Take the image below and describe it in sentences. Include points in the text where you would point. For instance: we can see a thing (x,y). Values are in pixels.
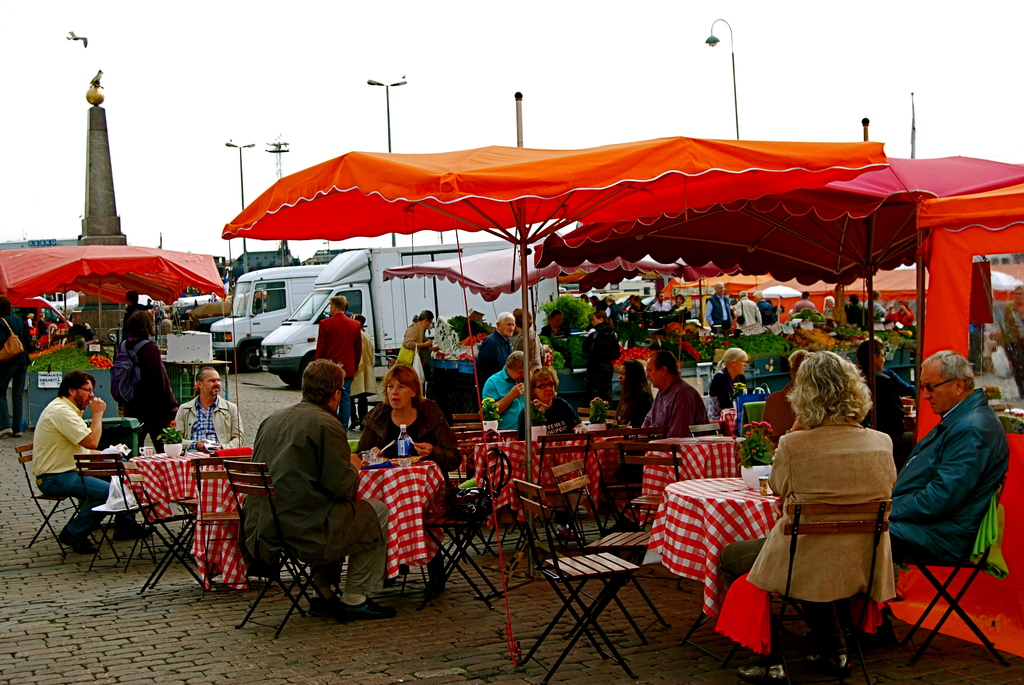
In this image, there are a few people (787,542), chairs (223,523), poles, tents (1000,631), vehicles (271,317) and umbrellas (210,290). We can see the ground (70,621). We can also see some tables (591,500) covered with a cloth (738,528) and some objects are placed on it. We can also see a tower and some food items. We can also see a board (45,384) and the sky (219,74). We can also see a bird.
